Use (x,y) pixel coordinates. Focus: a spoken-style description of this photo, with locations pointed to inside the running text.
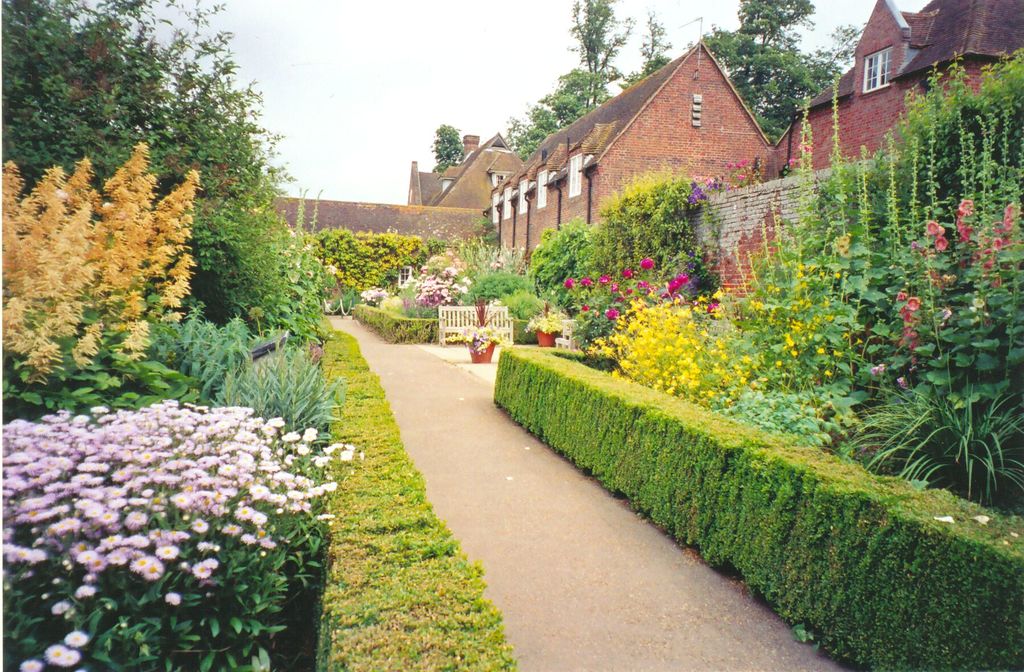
In this picture we can see flowers (787,346), plants (347,463), path (492,509), fence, house plants (477,330), trees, buildings (558,187), windows (890,84) and in the background (409,95) we can see the sky (402,155).
